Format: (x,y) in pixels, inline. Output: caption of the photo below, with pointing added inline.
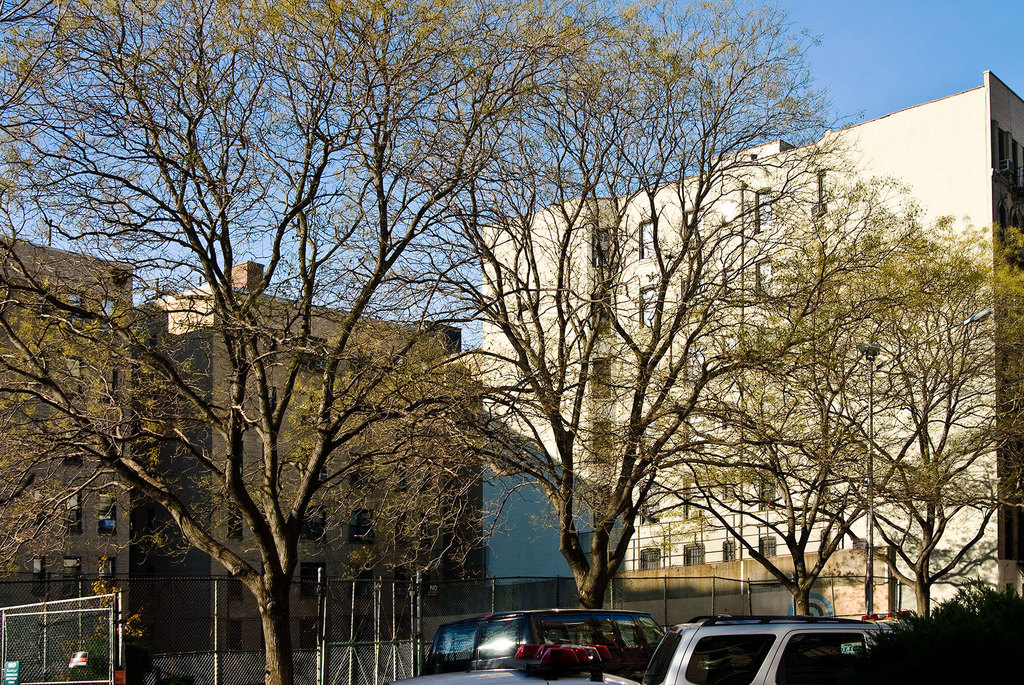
In the image there are some vehicles (649,645) on the right side (750,645) and around the vehicles (738,642) there are many tall trees (498,440), behind the trees (368,389) there are three buildings (309,563).
